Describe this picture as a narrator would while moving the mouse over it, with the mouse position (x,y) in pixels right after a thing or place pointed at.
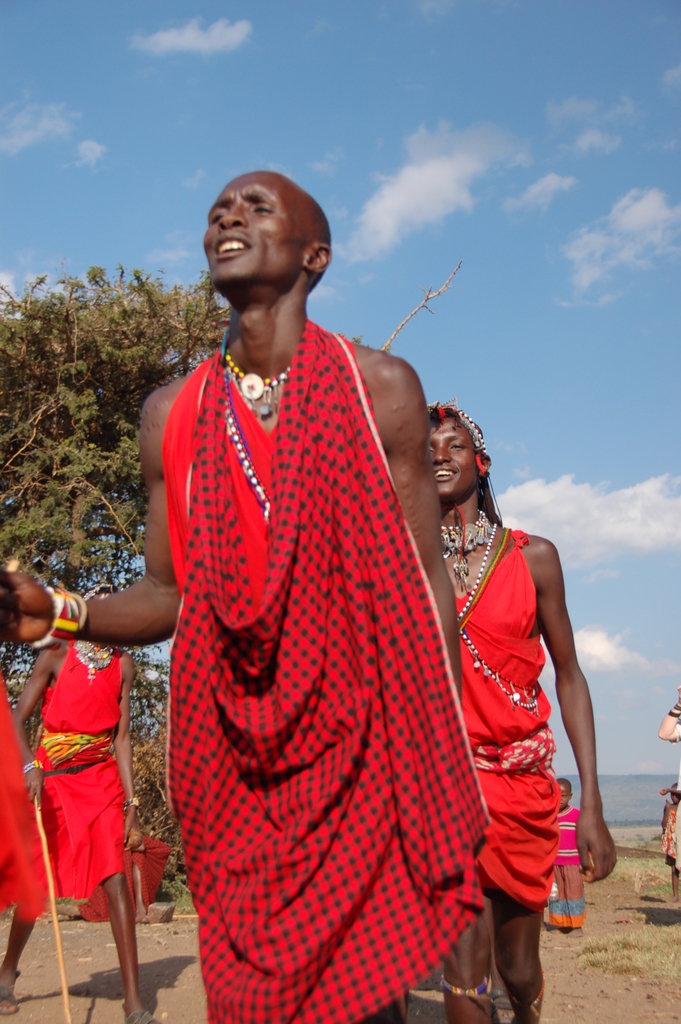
In this picture we can see a few people (327,533) on the path (668,1016). There is a person (11,973) holding a stick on the left side (132,998). Sky (333,111) is blue in color and cloudy.
